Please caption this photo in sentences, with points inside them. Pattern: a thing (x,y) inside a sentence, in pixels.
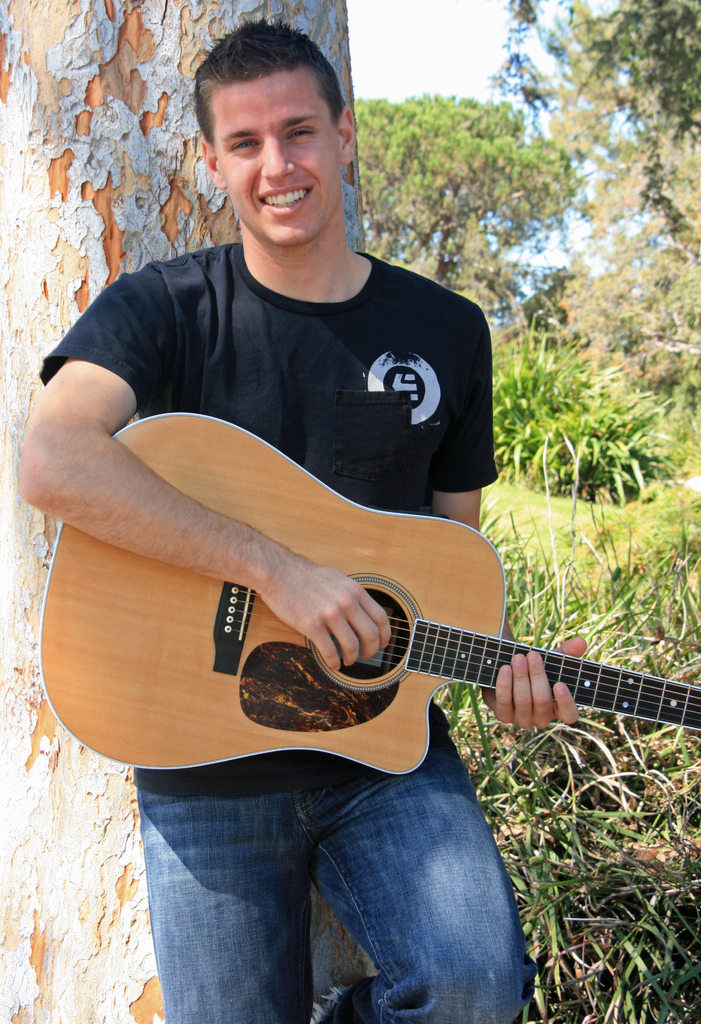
In the center (380,470) we can see one man (380,470) standing and holding one guitar (392,548). And he is smiling, which we can see on his face (296,219). In the background (446,91) there is a tree (63,223), plant (602,450), grass (514,505) and sky (403,49).
